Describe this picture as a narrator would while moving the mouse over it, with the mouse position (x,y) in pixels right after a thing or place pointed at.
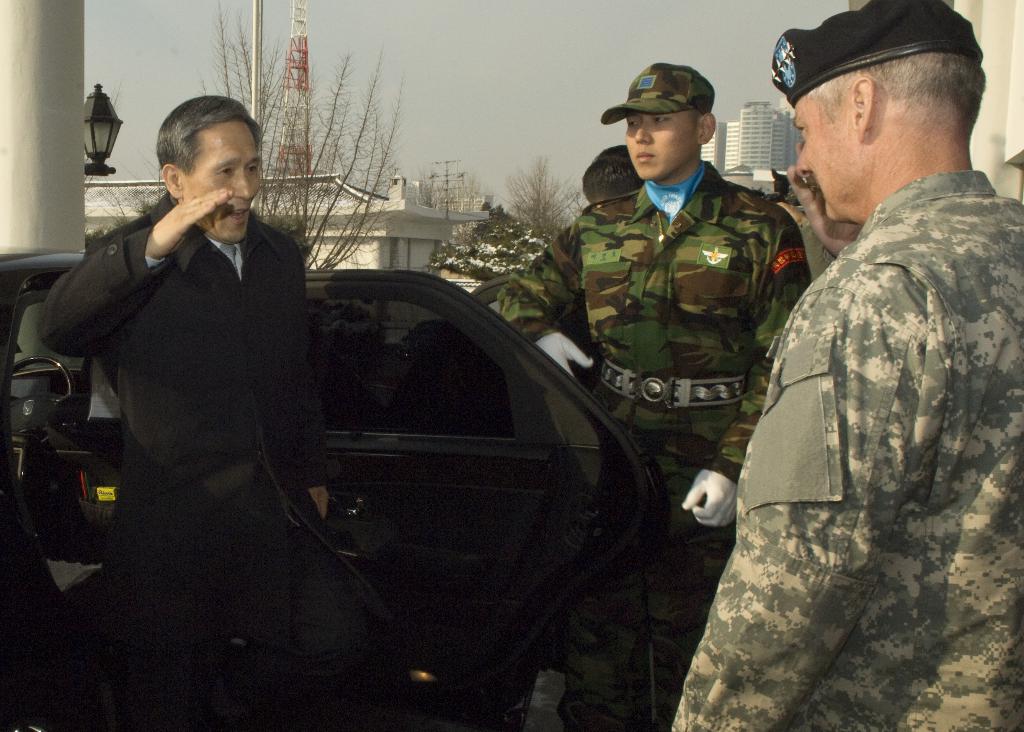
In this image I can see people (291,373) are standing among them some are wearing uniforms (760,389) and hats (653,111). Here I can see a black color vehicle (429,474). In the background (346,179) I can see trees (487,243), buildings (310,190), street light (97,144) and other objects (63,139). I can also see the sky (453,72).
